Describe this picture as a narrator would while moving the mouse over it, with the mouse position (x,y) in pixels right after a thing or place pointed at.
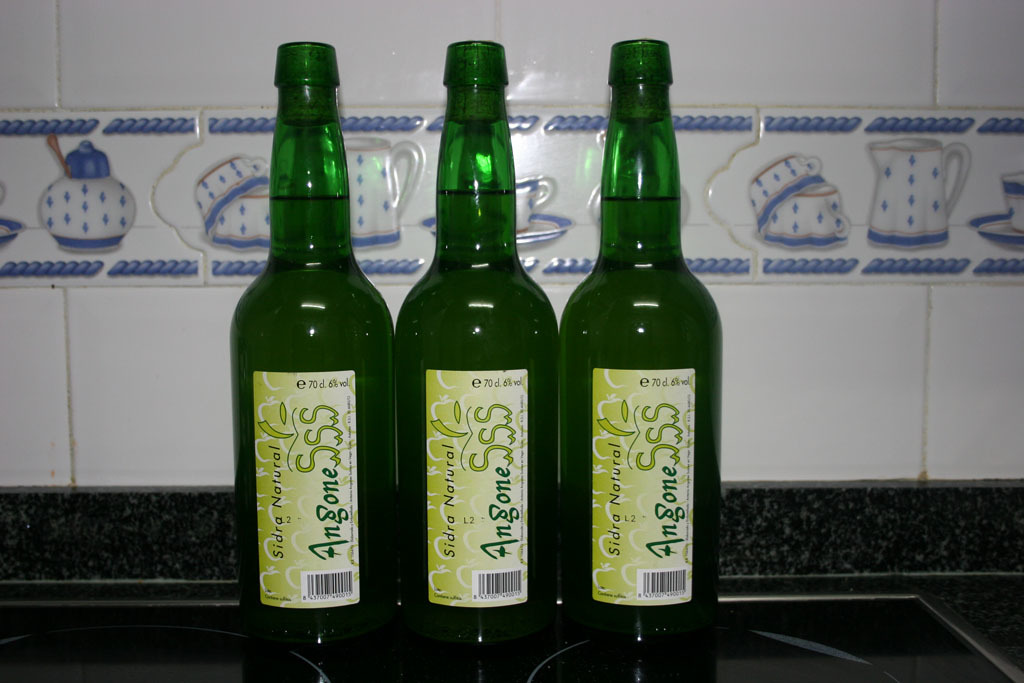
There are three green bottles (517,328) with some liquid (512,298) in it is placed on the table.
